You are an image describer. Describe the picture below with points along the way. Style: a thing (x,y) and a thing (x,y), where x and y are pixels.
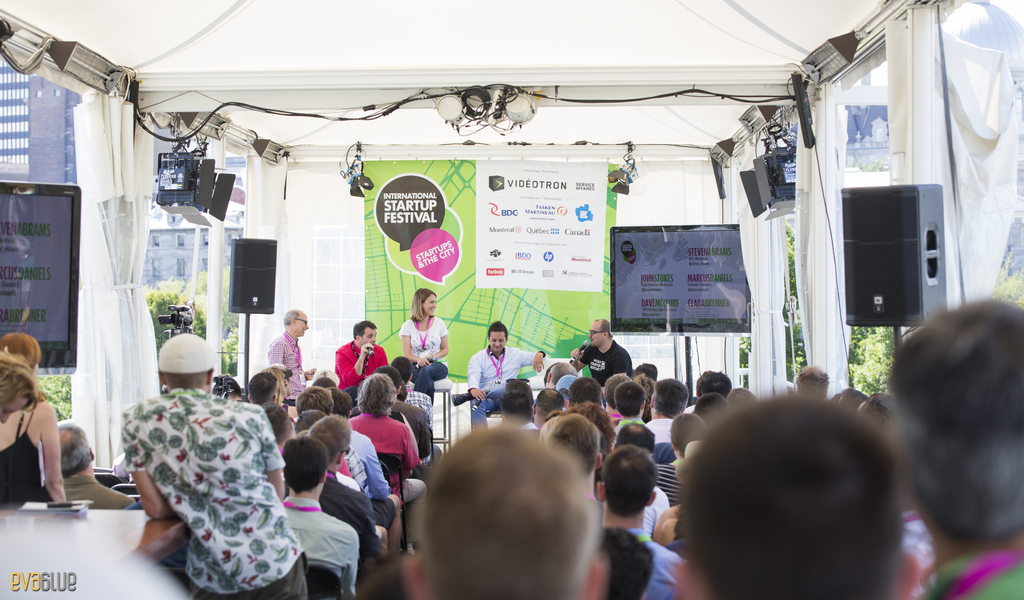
In this image we can see people (394,512) sitting on chairs (308,567). In the background of the image (303,202) there is a white color cloth (332,219) with a banner (528,237). There is a screen (645,248). There are people (590,358) sitting on chairs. There are buildings (161,258). At the top of the image (581,15) there is a white color cloth (168,51). There are lights (448,109). To the left side of the image (49,354) there is a screen (78,261). There are people (155,461) standing. There is a table (49,558). At the bottom of the image (755,499) there are people (948,546). To the right side of the image (891,324) there is a speaker (923,250). There are plants (856,383).
